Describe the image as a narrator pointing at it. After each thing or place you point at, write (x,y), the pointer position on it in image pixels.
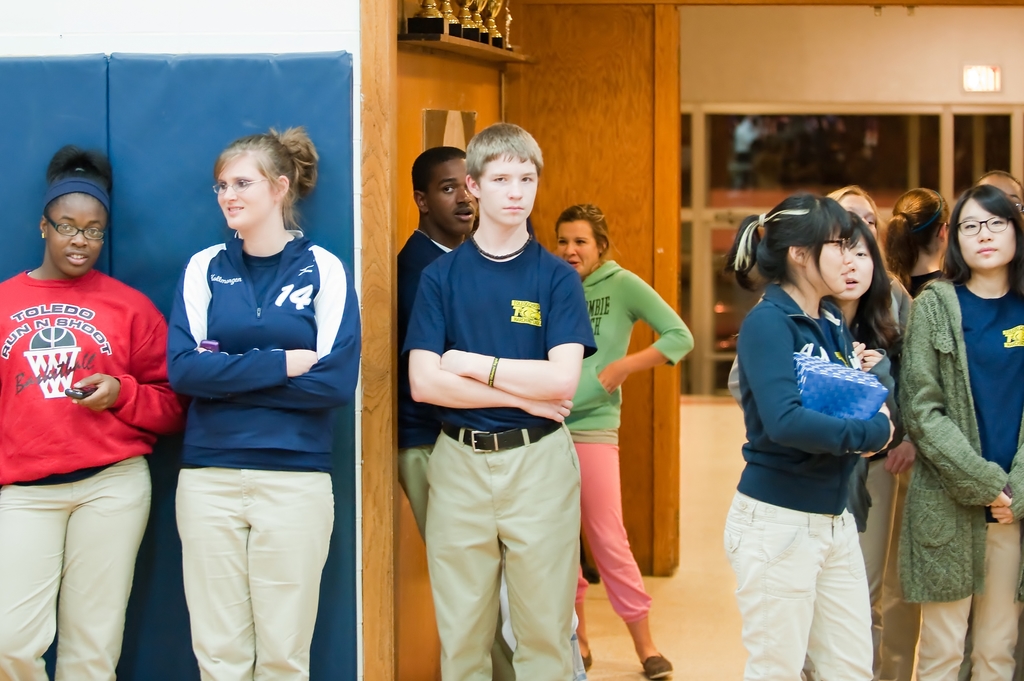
As we can see in the image there is a wall (327,10), few people (562,296) here and there, window (712,265) and shelves (459,50).
